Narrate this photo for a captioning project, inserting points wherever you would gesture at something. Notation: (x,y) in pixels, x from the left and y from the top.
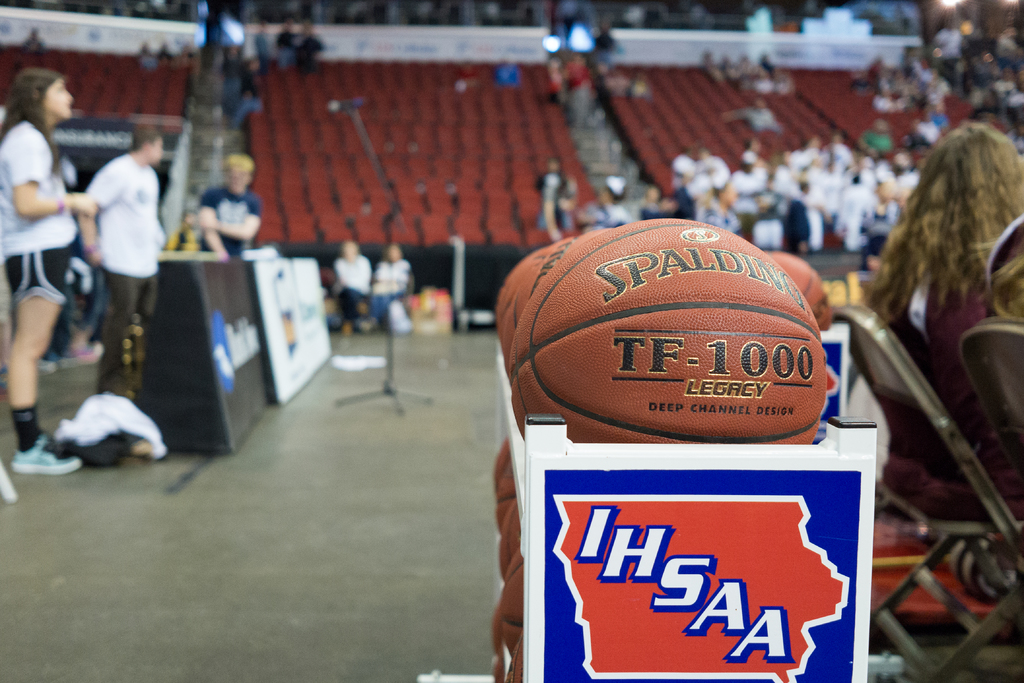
This image is clicked in the stadium (415,178). There are so many chairs (472,150). There are so many people (767,182) sitting on chairs (309,175), and so many people (714,180) standing in the middle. There is a woman (903,485) sitting on the right side (869,308). There are so many balls (814,366) in the middle (518,331).
